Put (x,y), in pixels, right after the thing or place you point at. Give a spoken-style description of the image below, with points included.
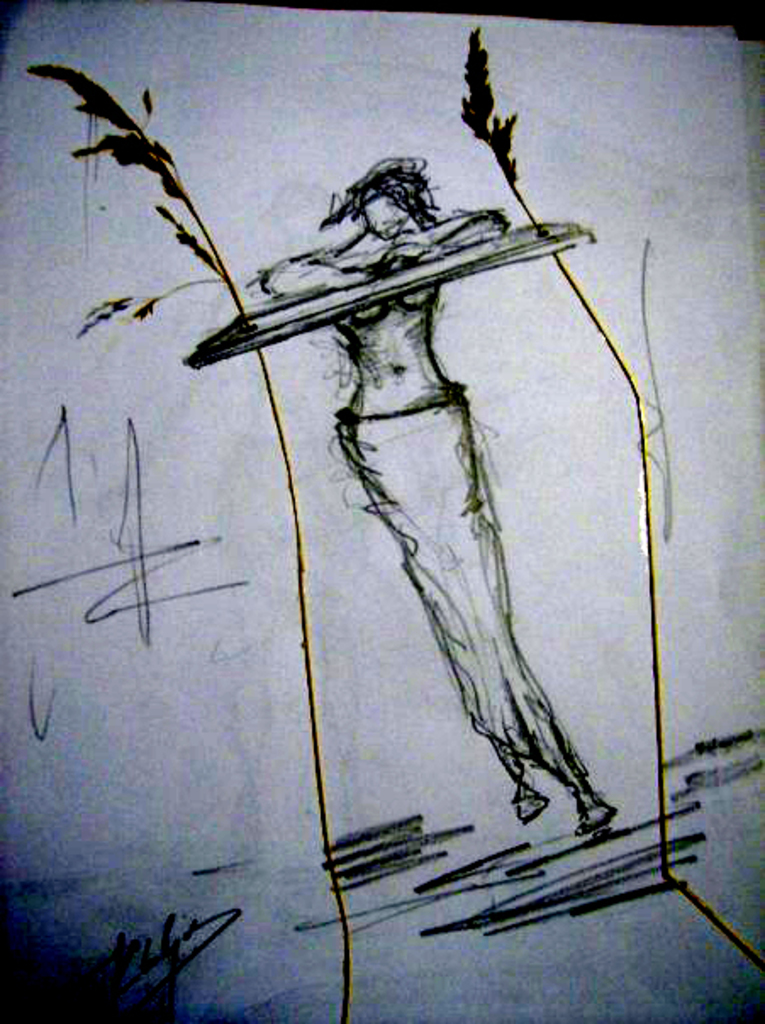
In the image there is a paper (233,724). On the paper (333,410) there is a drawing (499,688) of a person (387,466).
